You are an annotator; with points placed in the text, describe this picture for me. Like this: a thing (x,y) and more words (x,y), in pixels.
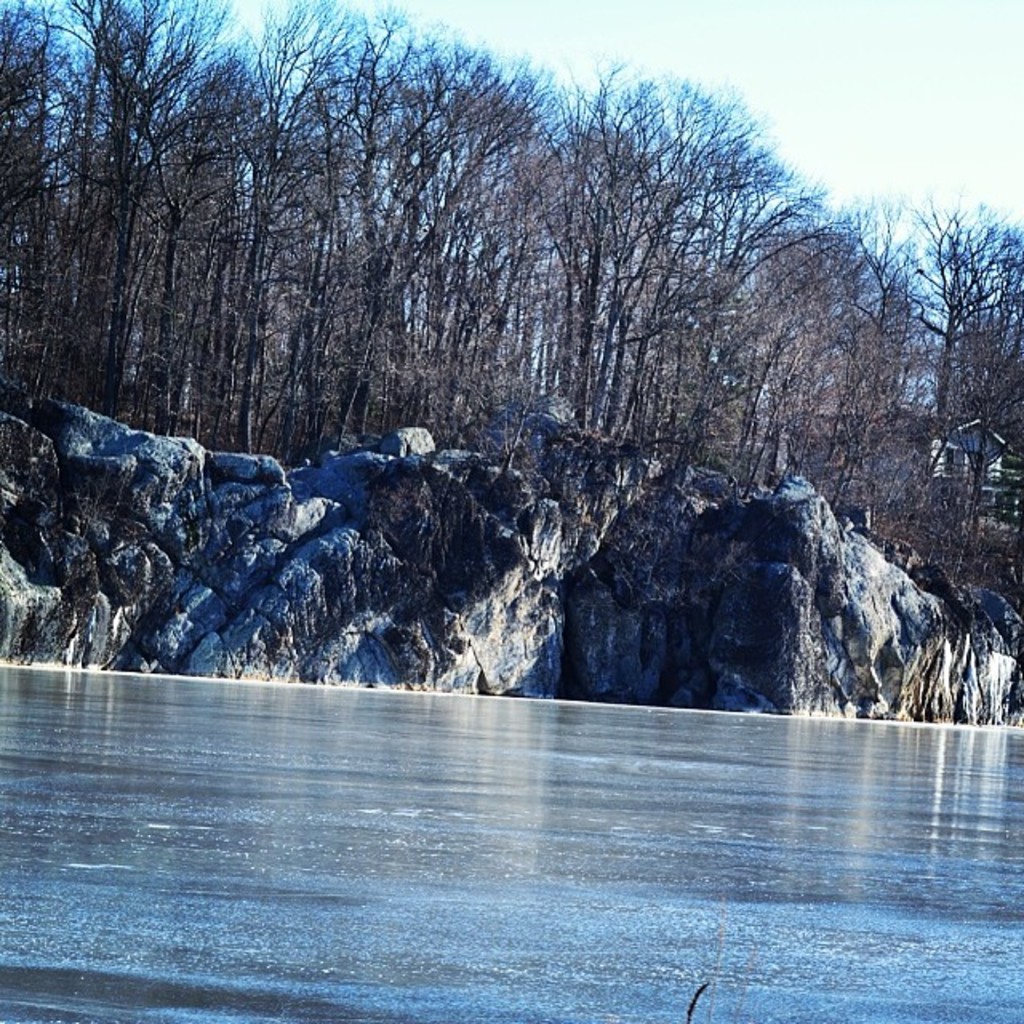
In the foreground of the picture (424,727) there is a water body (55,950). In the center of the picture (515,349) there are trees (933,479) and rock (588,583). In the background (951,448) towards right (982,440) there is a house (943,471).
